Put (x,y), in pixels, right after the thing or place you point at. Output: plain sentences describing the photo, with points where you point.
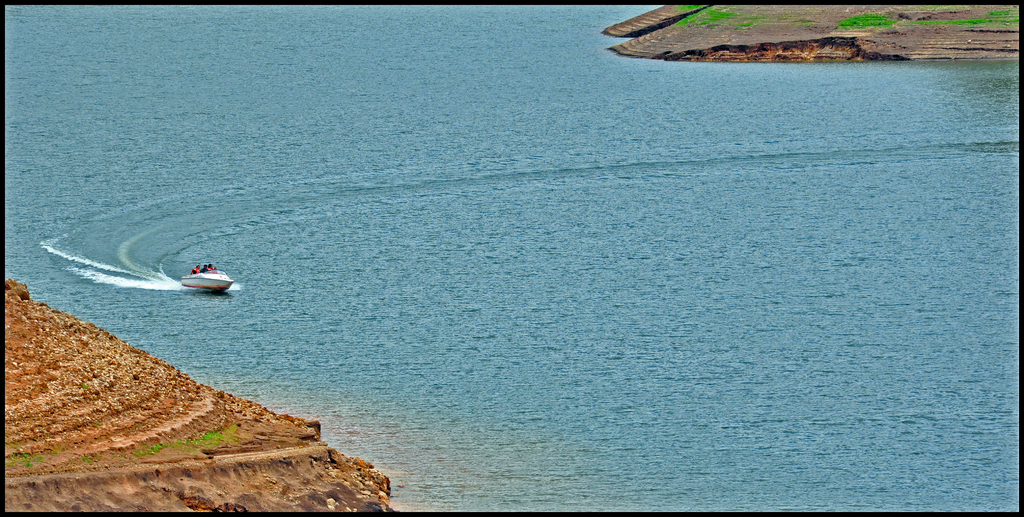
In this image a boat (218,279) is in water (432,268). Left side (85,426) there is land (129,414). Few persons (193,273) are in the boat (205,276). Right top there is land (795,46) having some grass (699,21) on it.
